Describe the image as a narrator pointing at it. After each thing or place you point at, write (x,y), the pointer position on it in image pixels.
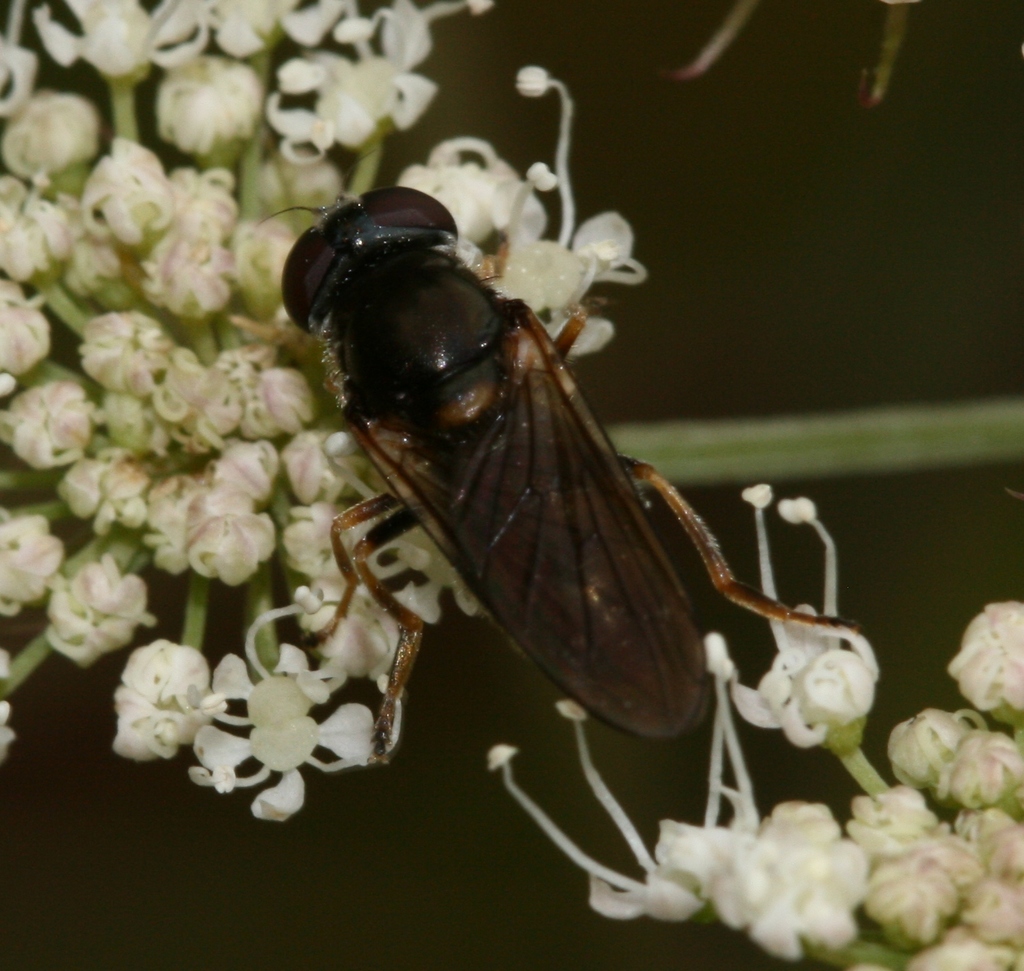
In this image in the center (513,488) there is one insect (575,398) on the flowers (378,612), and there is a blurry background (300,887).
